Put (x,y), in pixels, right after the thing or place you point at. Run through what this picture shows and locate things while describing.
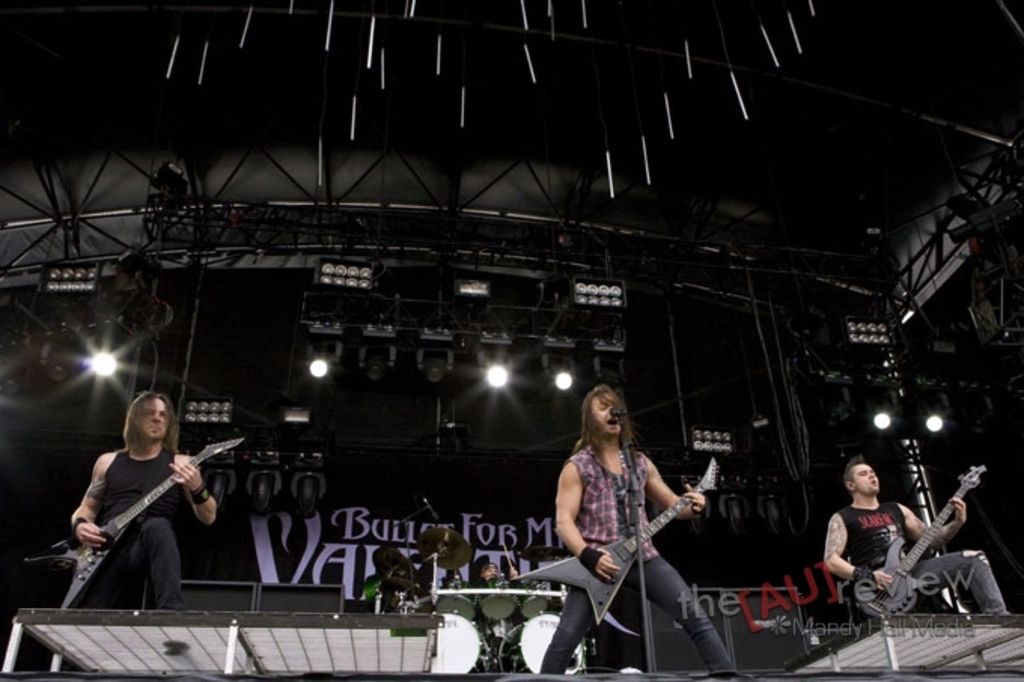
These three persons (574,528) are standing and holding guitar (896,553). This person (577,515) singing. On the background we can see focusing light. There is a person (514,570) playing musical instrument (445,596).
